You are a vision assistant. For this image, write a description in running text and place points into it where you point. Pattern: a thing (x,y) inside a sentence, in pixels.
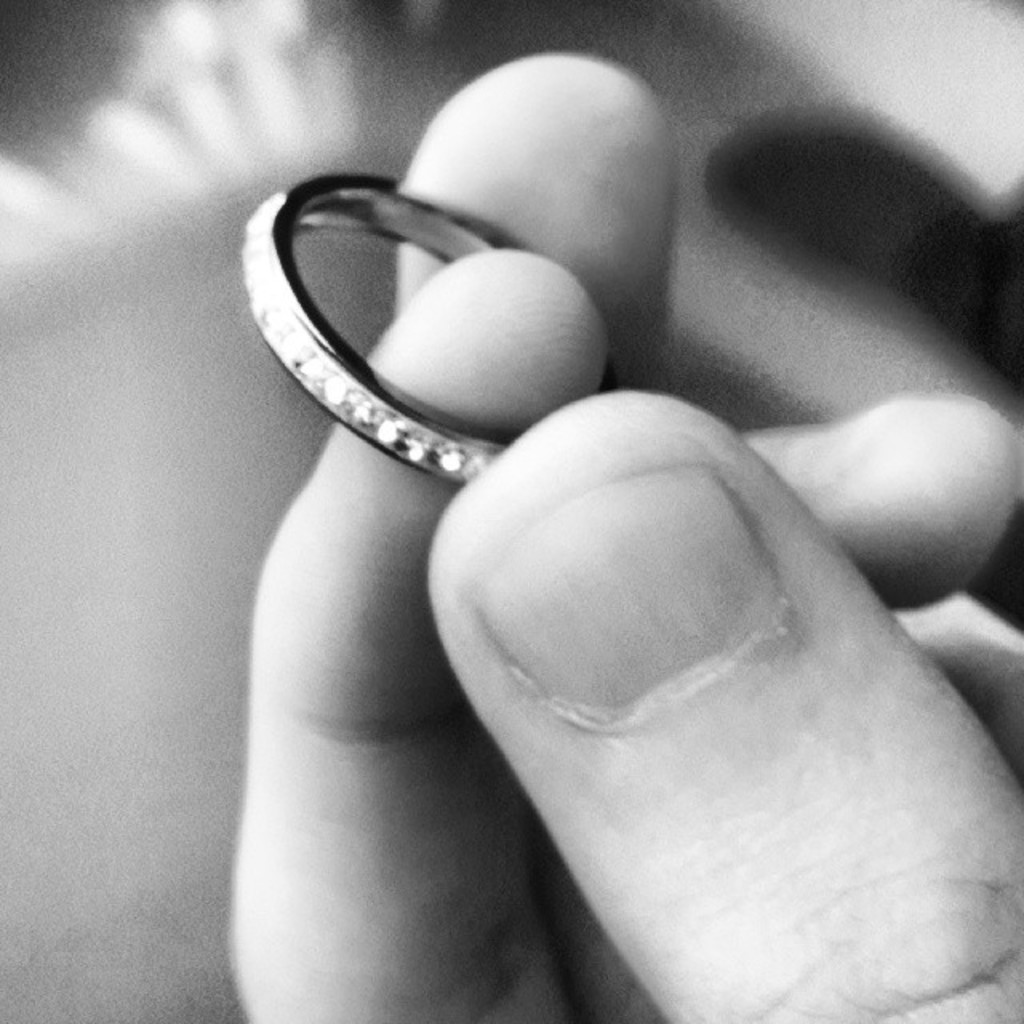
In this image, we can see human fingers (551,493) with ring (290,374). Background (22,530) there is a blur view.
